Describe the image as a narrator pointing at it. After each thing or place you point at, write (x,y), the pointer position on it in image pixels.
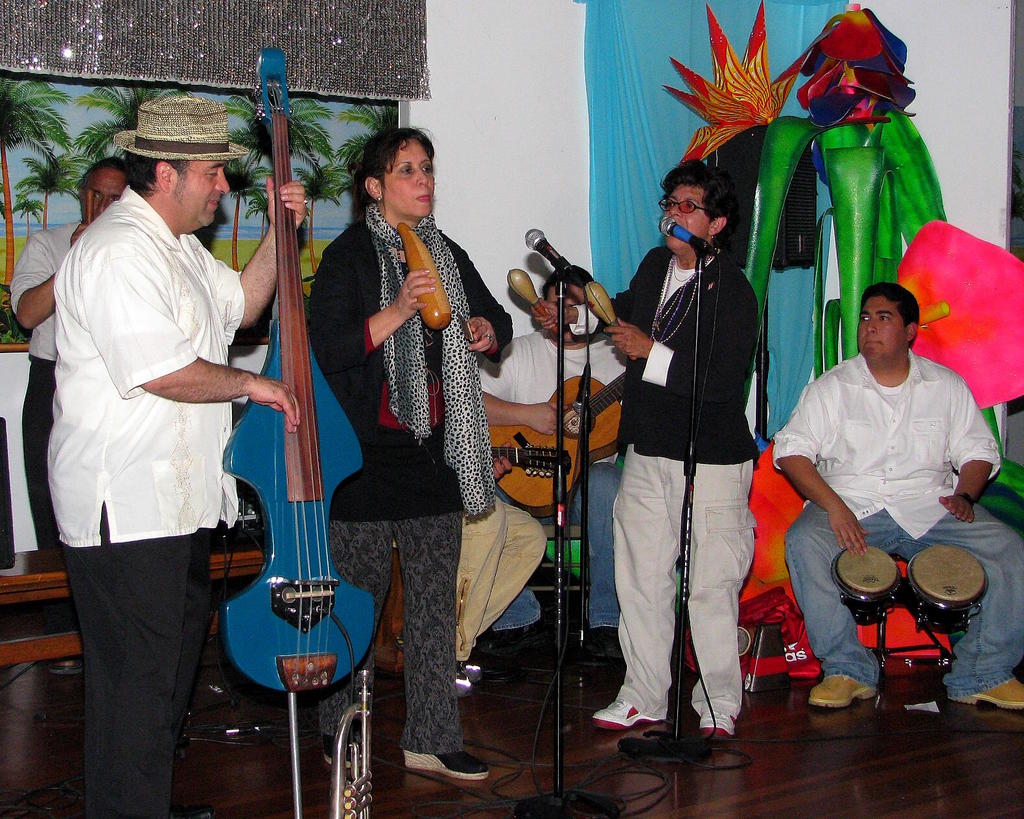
In this image i can see a group of persons (566,362) standing on the floor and playing a music and there is a person (903,445) on the right side (903,497) wearing a white color shirt (901,462) playing a drum (946,579). And a person (656,392) beside him standing on the floor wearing a spectacles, in front her there is a mike (704,249), back side of her there is a art (905,151) on the wall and left side (168,137) there is a person (141,322) wearing cap (160,150) and back side of him, there is a art (12,161) attached to the wall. And there is a bench (32,596) on the floor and he holding a bass (305,408) on his hand (266,238). On the middle (406,418) i can see a person (409,443) wearing printed scarf (462,407) and playing music, there's a mike (535,241) in front her.
